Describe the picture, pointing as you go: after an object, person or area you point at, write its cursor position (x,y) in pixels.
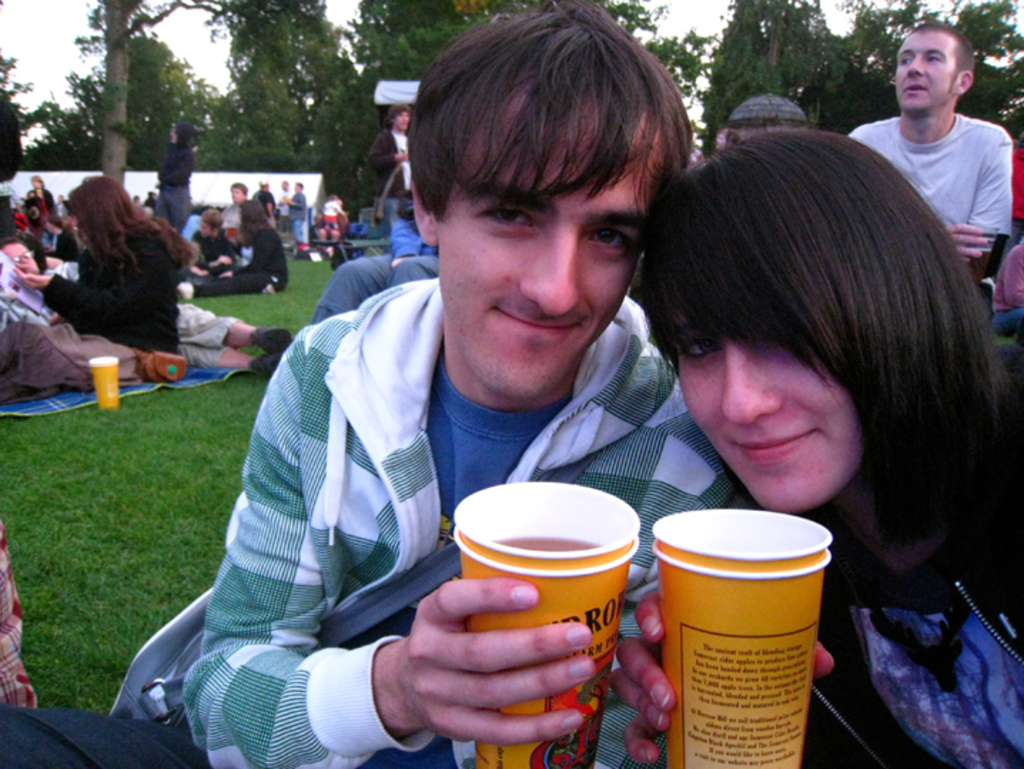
In the image in the center (387,364) we can see two persons (396,659) were sitting and they were holding glasses (550,756). And we can see they were smiling, which we can see on their faces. In the background (355,273) we can see sky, clouds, compound wall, trees (766,19), grass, blankets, glasses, few people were standing and few people (143,305) were sitting.
